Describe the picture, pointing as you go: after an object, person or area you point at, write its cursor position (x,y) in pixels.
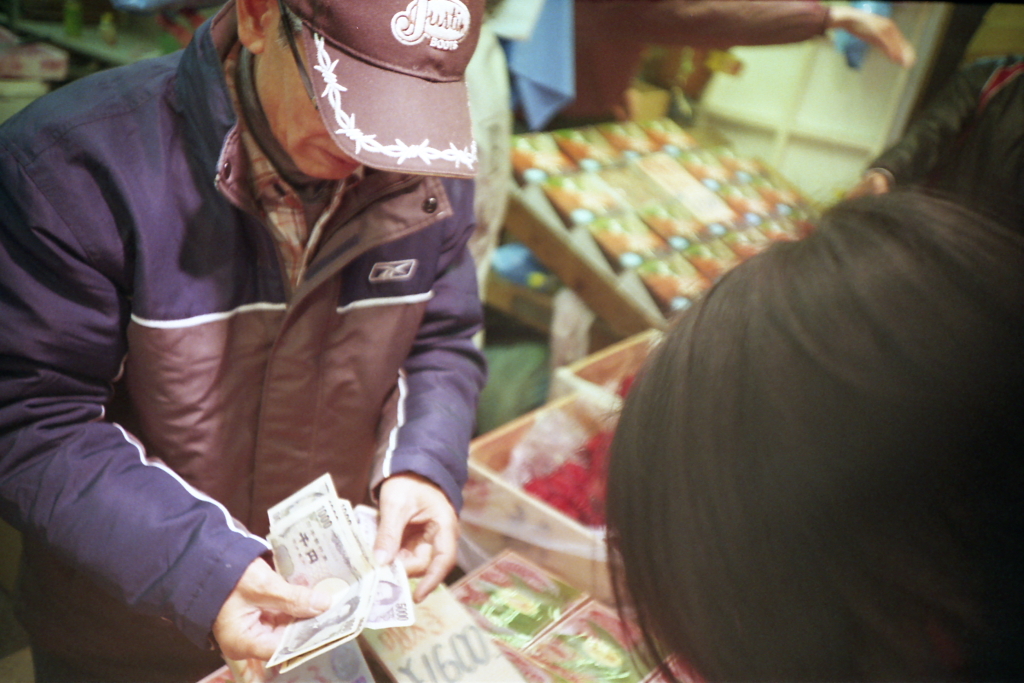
A person (246,233) wore jacket (200,281), cap (358,74) and holding currency (347,560). Background (615,202) it is blur. Here we can see people (879,220) and things (579,368).
